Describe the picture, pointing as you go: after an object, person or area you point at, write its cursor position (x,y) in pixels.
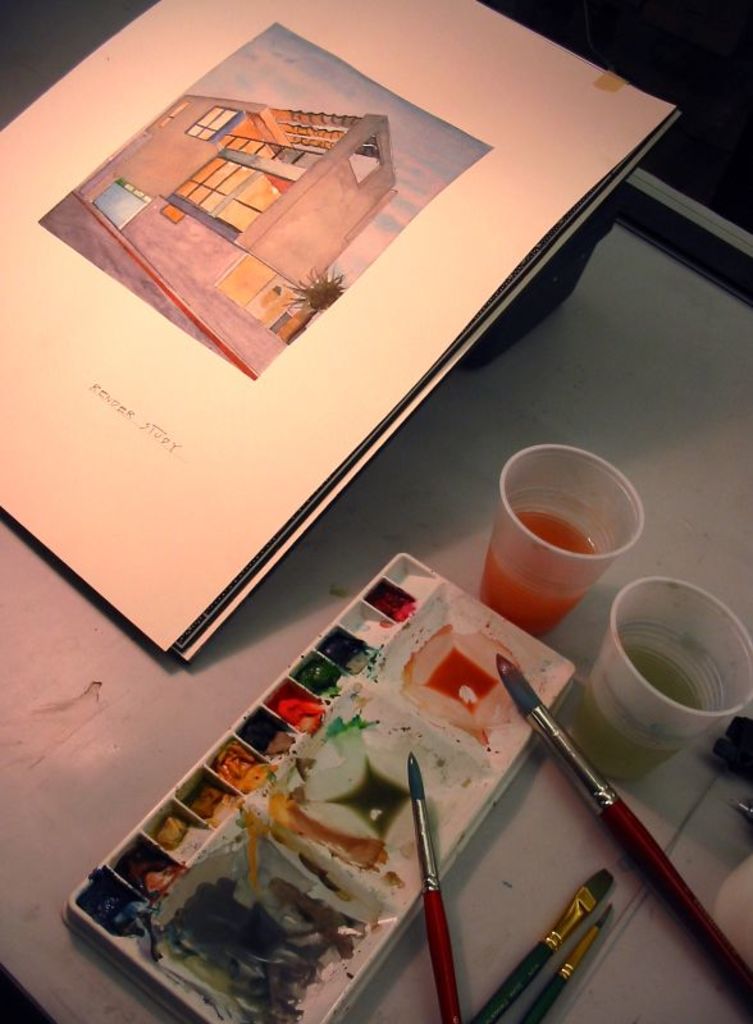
This is the picture of a table (56,784) on which there is a tray (330,866) in which there are some colors (249,999), brushes (505,999), glasses (641,630) and some papers (67,88) to the side.
